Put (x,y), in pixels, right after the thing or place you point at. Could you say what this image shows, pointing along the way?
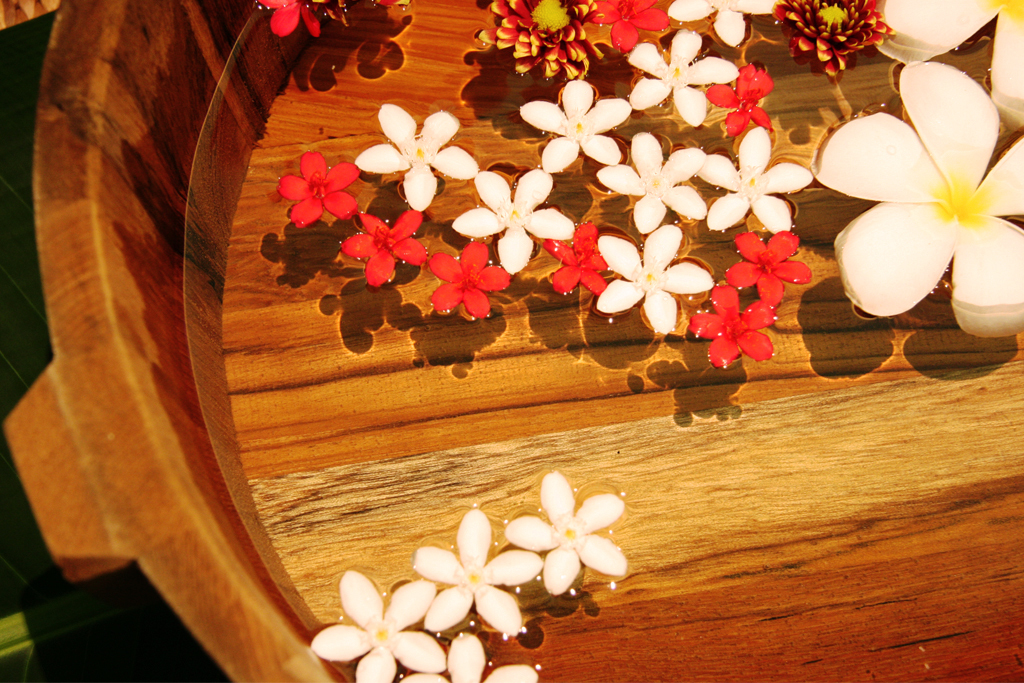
In this image we can see flowers (457,157) in water (778,469) placed in tub (155,334).
